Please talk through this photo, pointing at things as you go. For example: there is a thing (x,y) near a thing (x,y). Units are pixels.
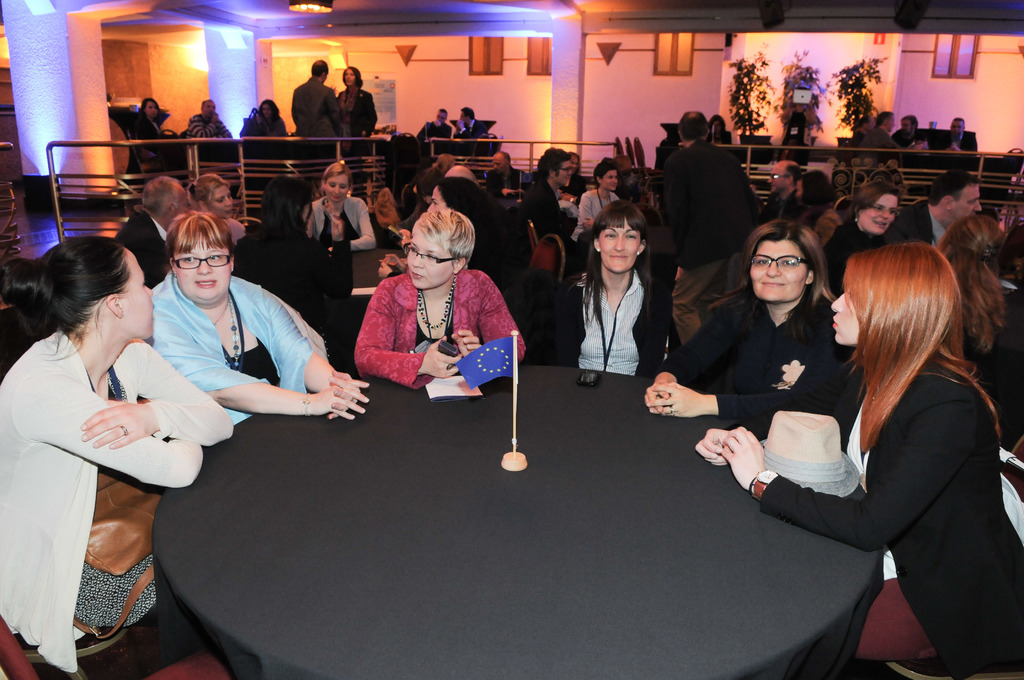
In this image there are group of people (877,477) who are sitting on a chair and there are some tables (412,432) and the top there is a ceiling (280,12) and some lights (304,4) are there. And on the left side (41,55) there is a pillars (38,58) and in the center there is a wall (911,74) and some windows (946,62) are there and on the right side (746,100) there is plants (802,84).
